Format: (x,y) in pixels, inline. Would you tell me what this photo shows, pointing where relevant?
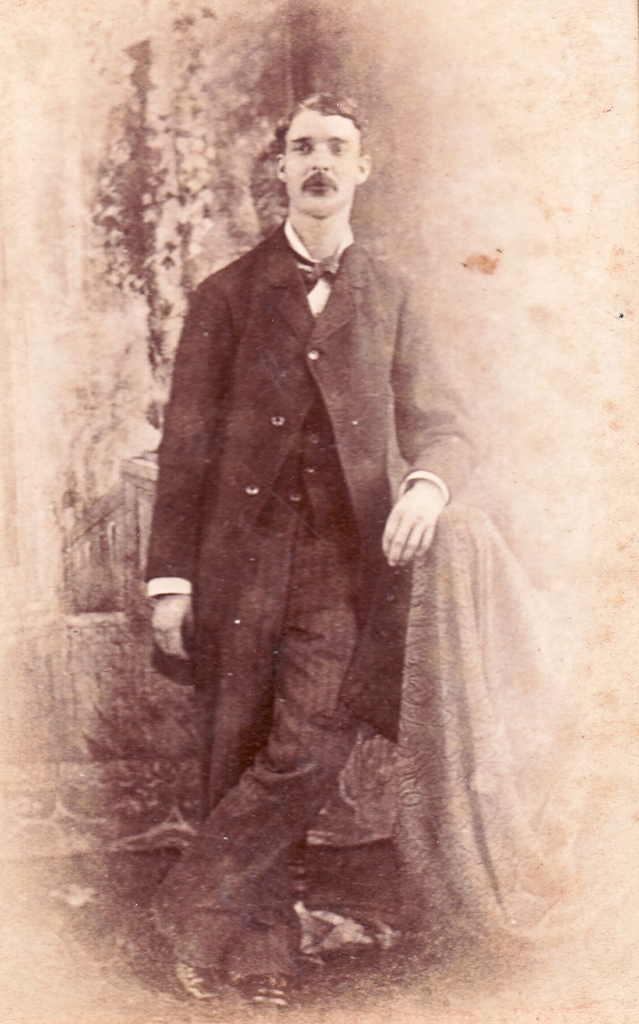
In this image I can see a person (197,500) standing wearing dress (248,510), at the back (58,379) I can see a wall (35,246), and the image is black and white.
